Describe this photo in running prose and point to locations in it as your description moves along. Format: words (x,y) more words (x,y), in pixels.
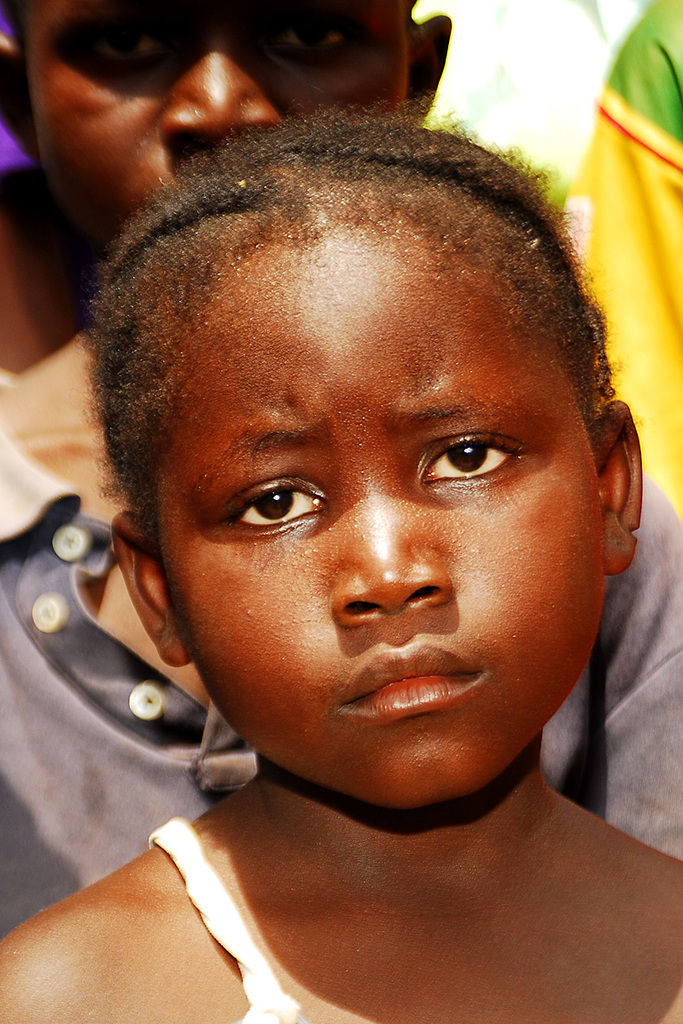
In this picture we can see two children (375,208).
